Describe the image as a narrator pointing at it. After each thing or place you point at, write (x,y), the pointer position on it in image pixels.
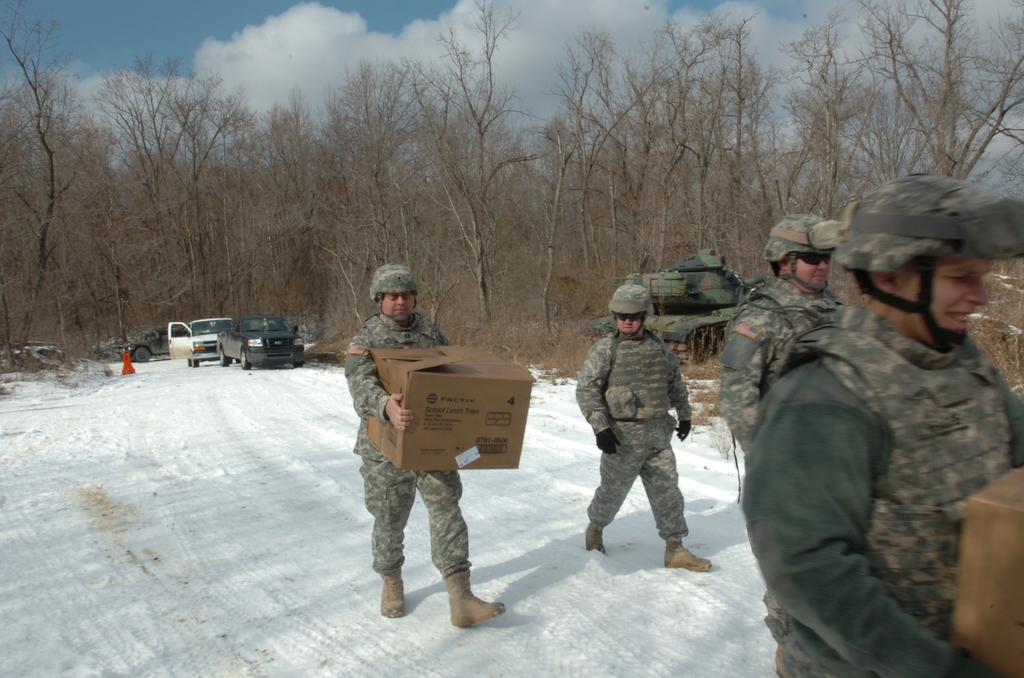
In this image we can see people (910,519) walking wearing military uniform (894,507) and walking on snow (322,652). In the background of the image (349,255) there are trees (306,254), cars (171,346). To the right side of the image (722,255) there is a war tank (693,260). At the top of the image (286,59) there is sky (374,52) and clouds (287,34).
